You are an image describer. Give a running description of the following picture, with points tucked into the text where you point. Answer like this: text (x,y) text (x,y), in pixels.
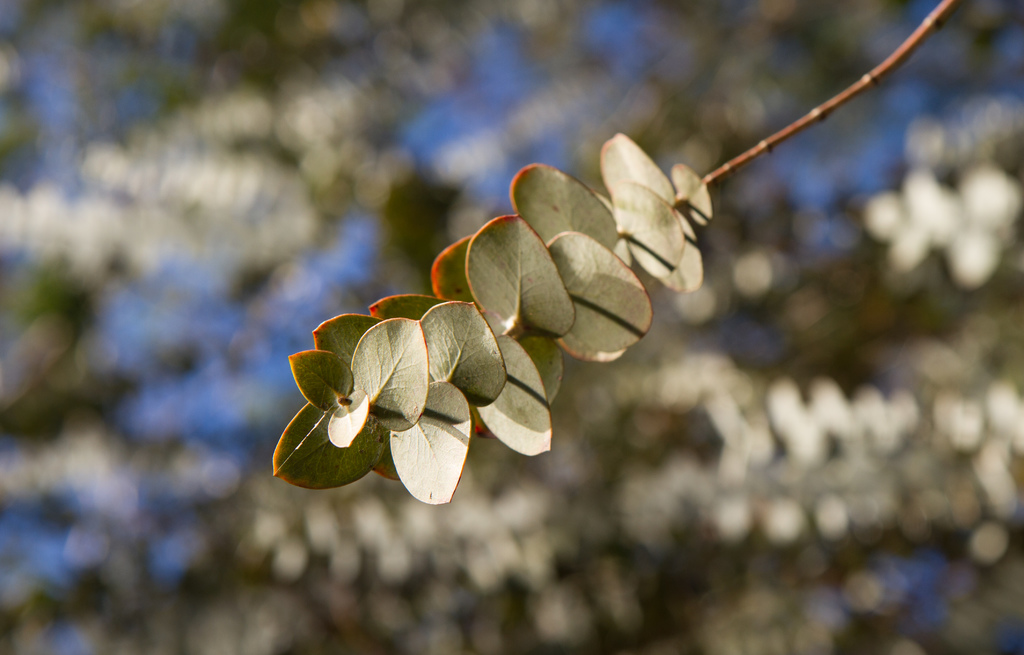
In the foreground of the image (377,463) there is a stem (682,199) with leaves (459,292). The background of the image (180,187) is blur.
